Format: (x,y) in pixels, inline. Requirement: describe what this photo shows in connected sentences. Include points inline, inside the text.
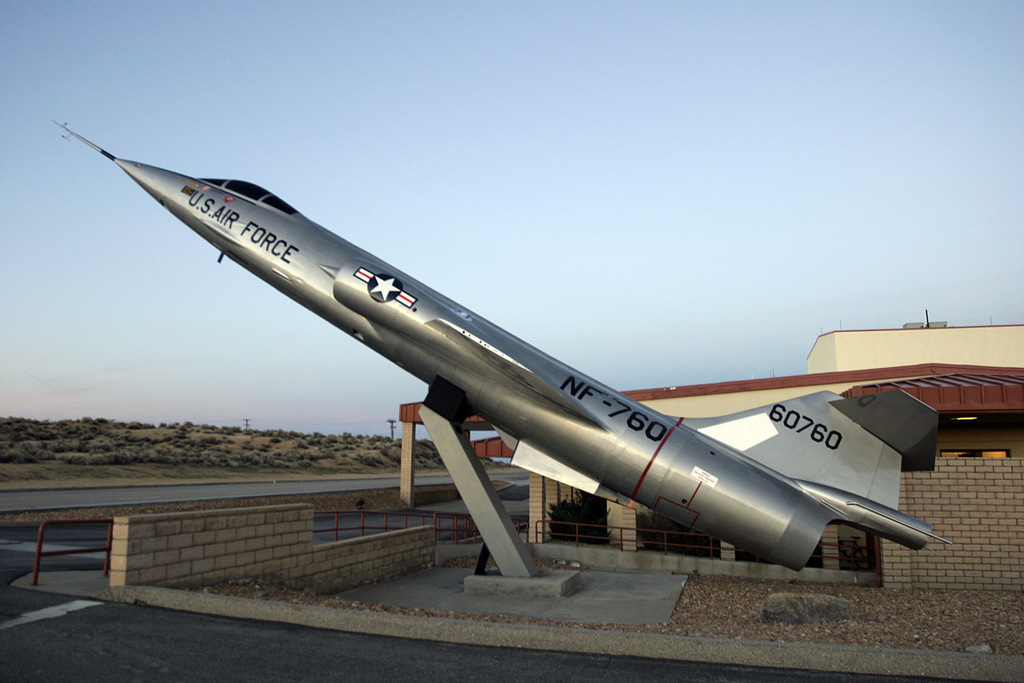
In this picture I can see an aeroplane (335,317), building (746,397), wall (259,527) and fence (415,515). On the left side (130,280) I can see poles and sky (104,299).
